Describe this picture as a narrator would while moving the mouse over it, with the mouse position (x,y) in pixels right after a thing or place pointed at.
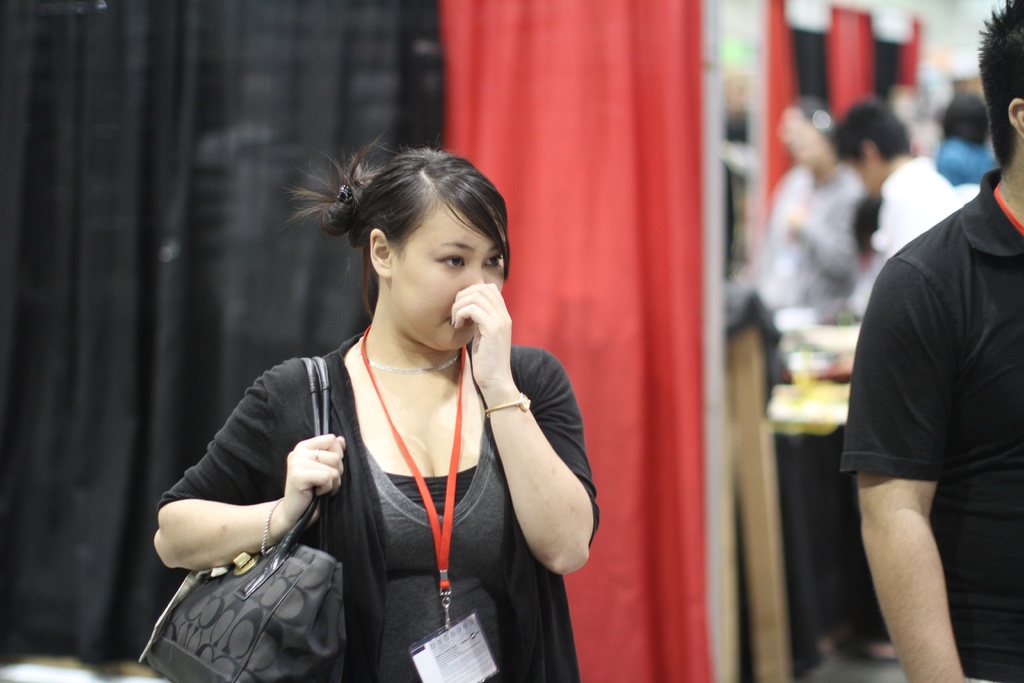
This woman (469,550) wore black jacket (274,400) and holding a handbag (301,606). This man (988,540) wore black t-shirt (947,368). This is a red and black curtain (474,122). Few persons (801,180) are standing.
